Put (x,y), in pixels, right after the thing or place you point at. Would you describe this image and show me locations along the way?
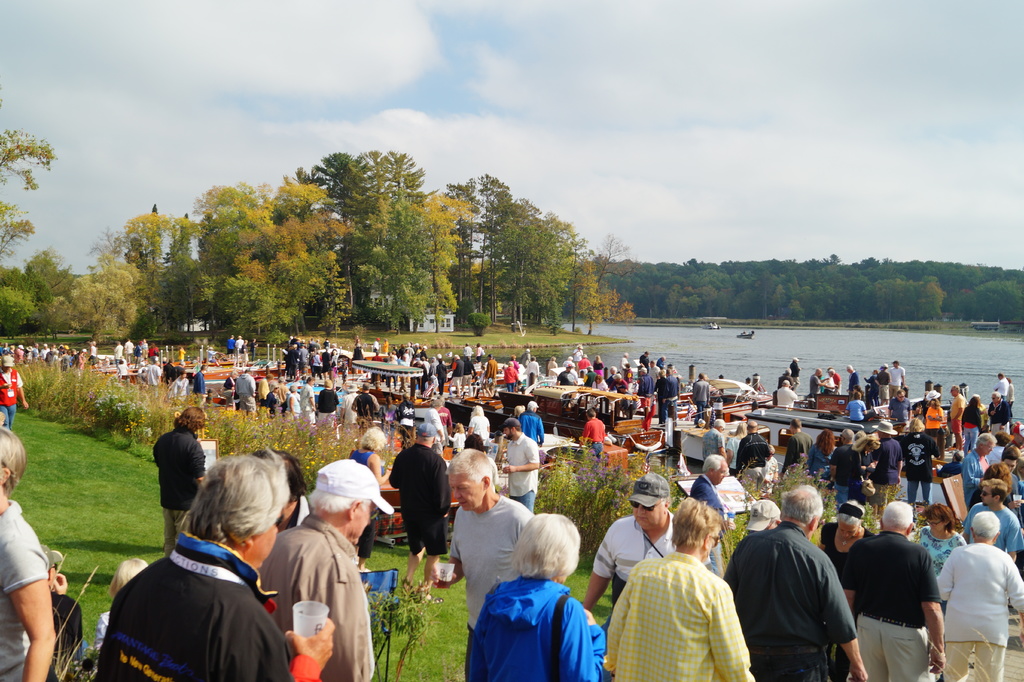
In this image we can see people (740,647), boats (744,420), water (748,365), grass (417,647), plants (155,412), boards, houses (443,321), trees (415,305), and few objects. In the background (243,105) there is sky (646,136) with clouds (768,141).
